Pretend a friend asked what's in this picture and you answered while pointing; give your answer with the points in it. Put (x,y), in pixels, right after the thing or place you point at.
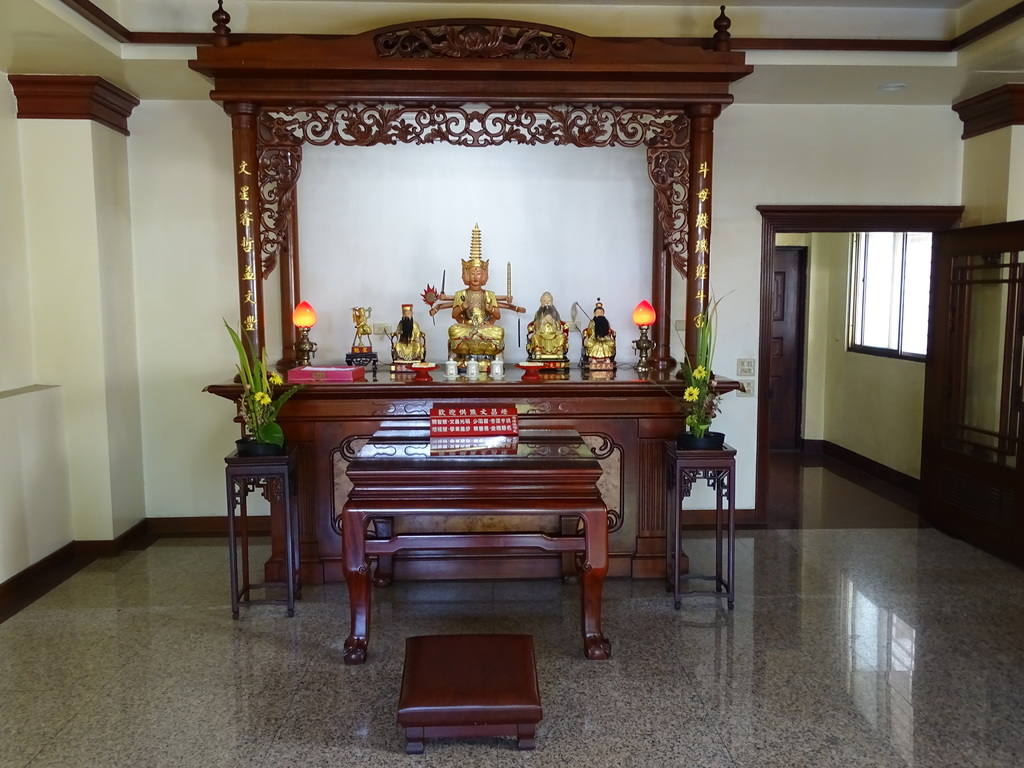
In this image we can see the inner view of a room (282,403). In the room (291,271) we can see house plants (709,328), side table (436,444), statues (562,367) in the cupboard (642,394), walls (203,198) and doors (792,286).
